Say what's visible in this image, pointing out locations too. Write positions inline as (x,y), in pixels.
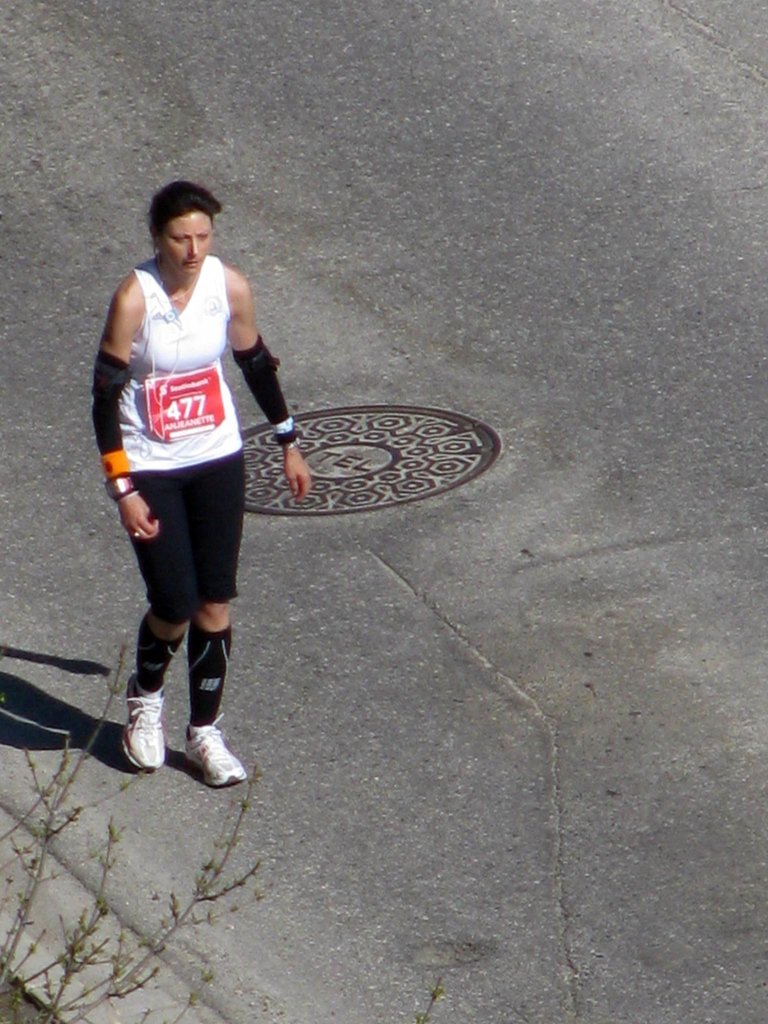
In this picture I can see there is a woman (251,347) standing here and she is wearing shoes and she is wearing a red board (162,425) and on left side (55,962) there are plants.
